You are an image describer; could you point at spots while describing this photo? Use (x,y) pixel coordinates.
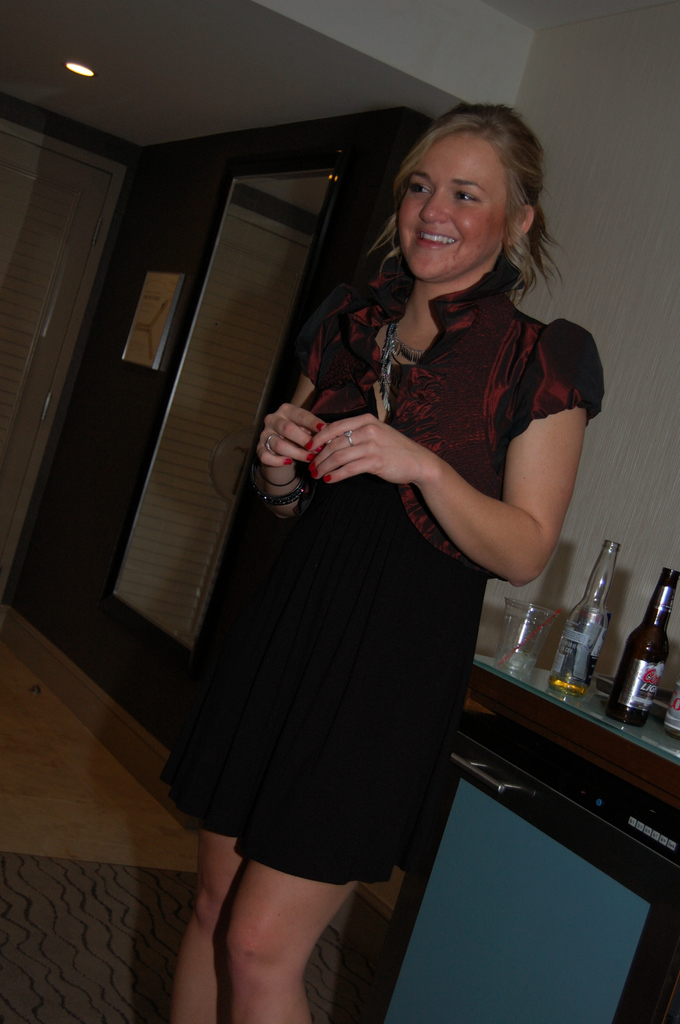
In the image we can see there is a woman (256,773) who is standing and on table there are beer bottles (581,651) and a glass (522,631).
